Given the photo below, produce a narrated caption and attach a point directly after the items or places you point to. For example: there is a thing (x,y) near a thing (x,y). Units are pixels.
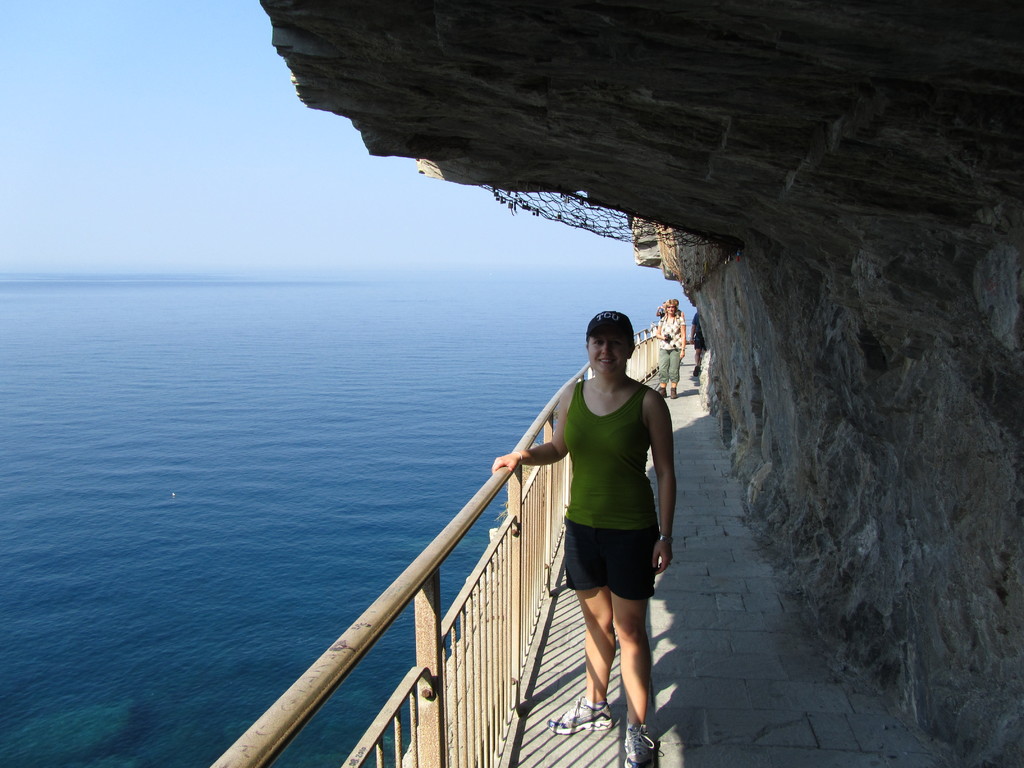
This image consists of a woman (610,521) wearing green top (622,525) and black short (589,589). Beside her there is a railing (418,674). To the left (227,432), there is an ocean (287,383). To the right (923,246), there is a rock (912,207). In the background (672,343), there are many people (664,357).
